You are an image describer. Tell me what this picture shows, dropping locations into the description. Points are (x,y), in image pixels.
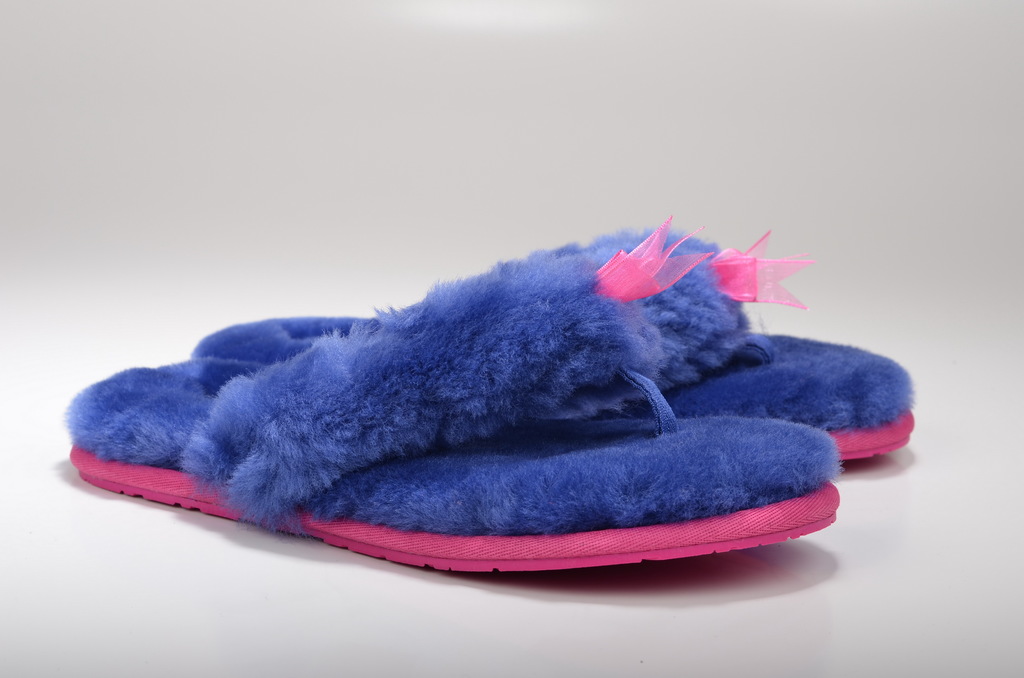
In this image slippers (507,400) are on the surface (416,653). Slippers (516,496) are of pink and blue color. Background (642,25) is in white color.
